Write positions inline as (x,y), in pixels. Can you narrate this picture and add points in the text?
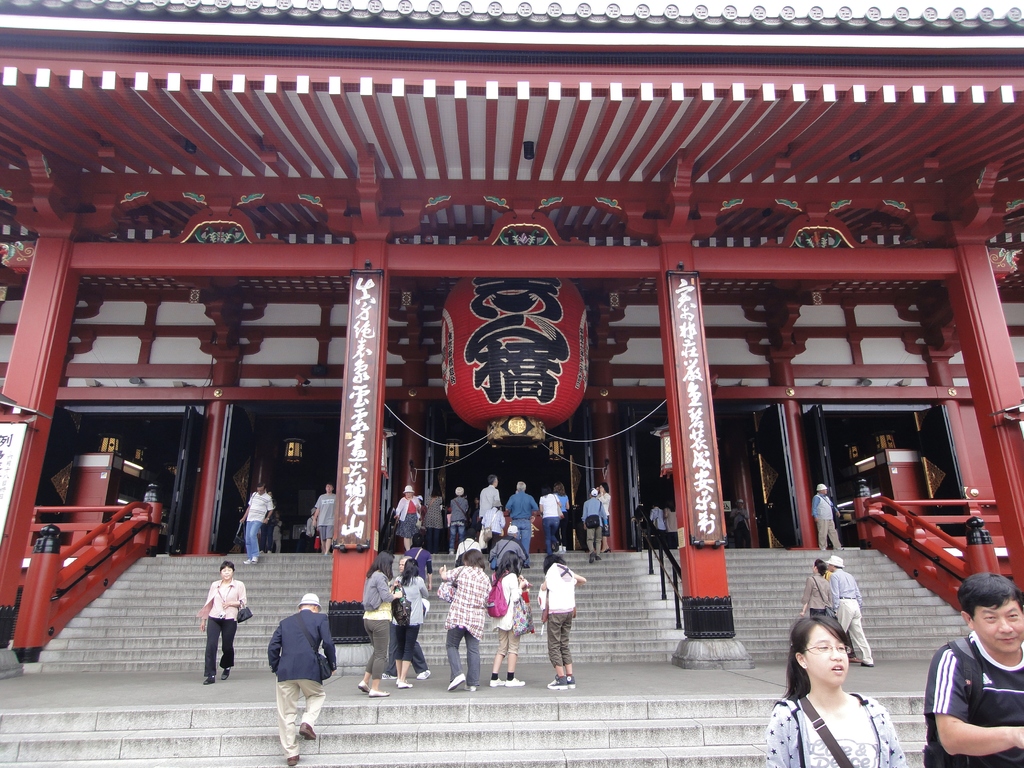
Here we can see group of people (939,703). There are pillars (711,619), boards (353,494), and a building (415,175).
